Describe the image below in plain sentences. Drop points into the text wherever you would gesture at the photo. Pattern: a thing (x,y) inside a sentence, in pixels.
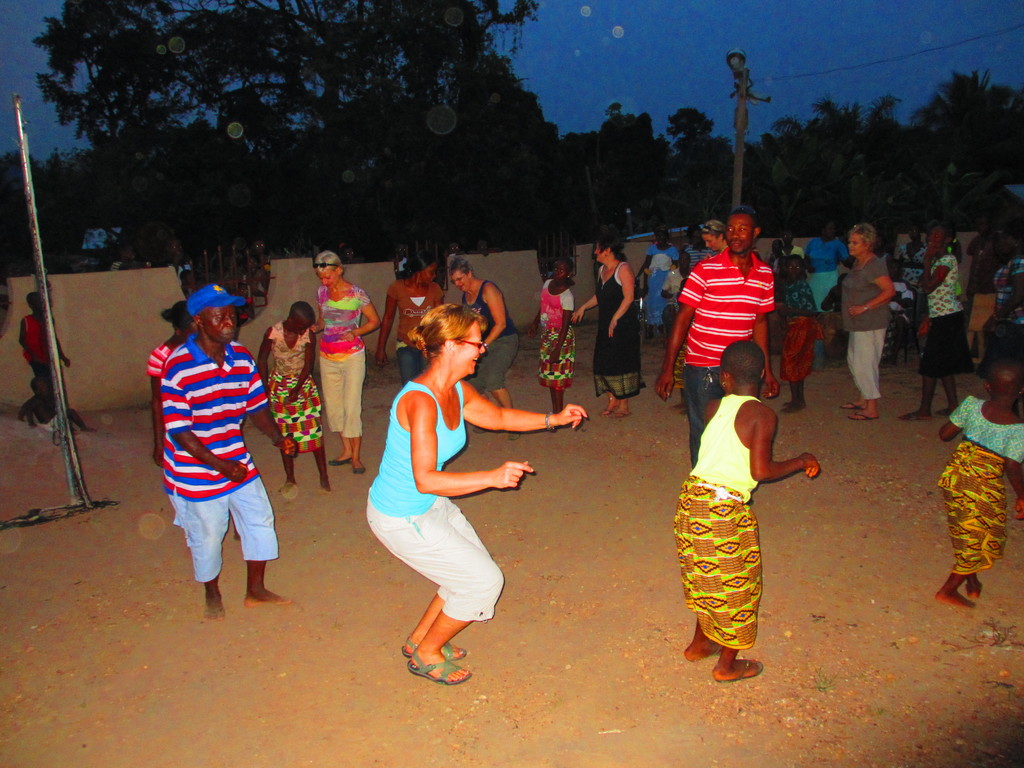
In this image, we can see people (952,575), ground (534,614) and poles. Background (943,202) we can see wall (286,308), trees (976,172) and sky (710,56). Here we can see few people (1013,356) are performing on the ground (515,606).
